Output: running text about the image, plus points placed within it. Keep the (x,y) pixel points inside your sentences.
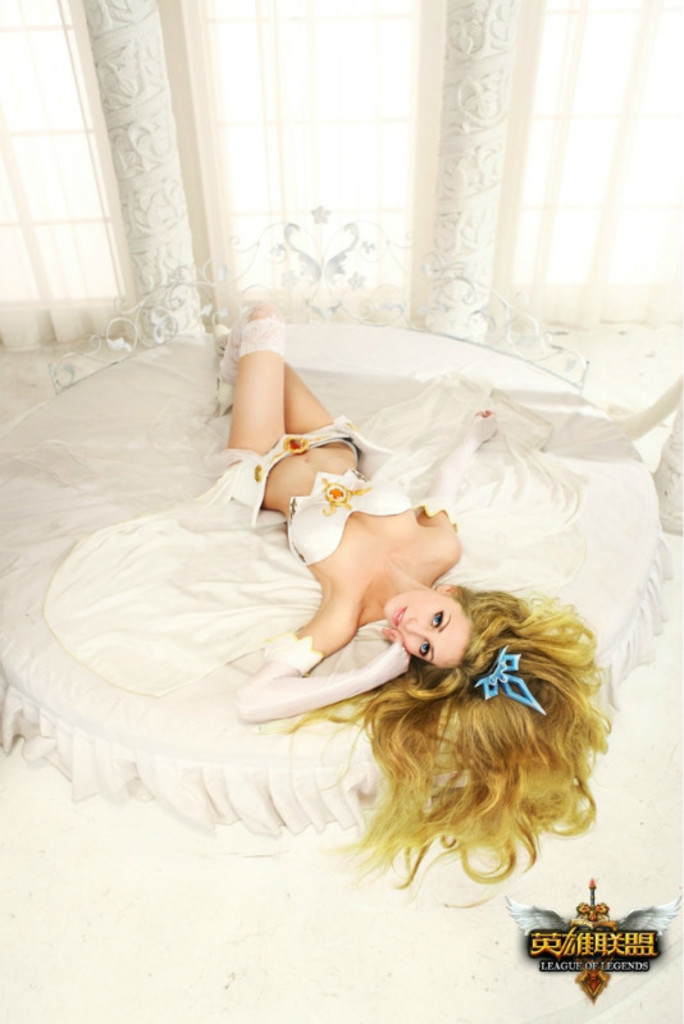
This image consists of a woman (236,464) lying on a bed (17,618). She is wearing a white dress (296,687). At the bottom (169,940), there is a floor (152,961). In the background (607,214), we can see the windows (303,235) along with the curtains (48,218) in white color.
